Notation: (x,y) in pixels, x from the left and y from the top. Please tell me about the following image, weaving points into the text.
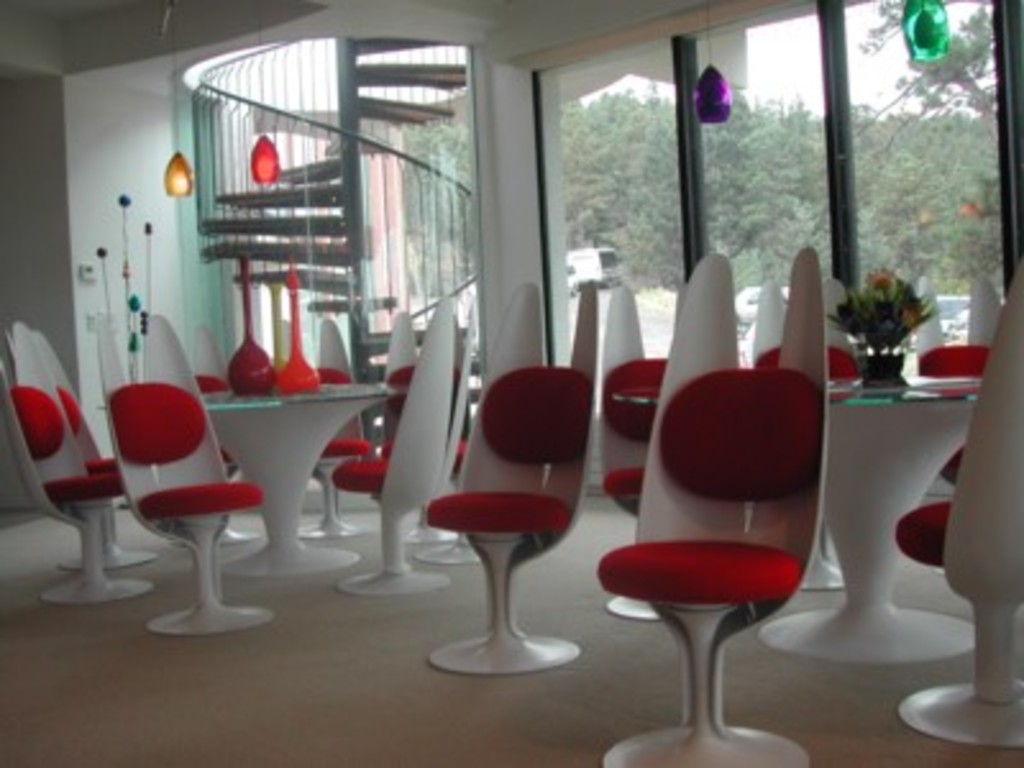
In this image we can see chairs (442,433), tables (299,480), staircase (236,184), wall (433,33), decorative objects (149,263), and glasses (585,163). Through the glasses (638,249) we can see trees (964,134), vehicle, and sky (883,20).
